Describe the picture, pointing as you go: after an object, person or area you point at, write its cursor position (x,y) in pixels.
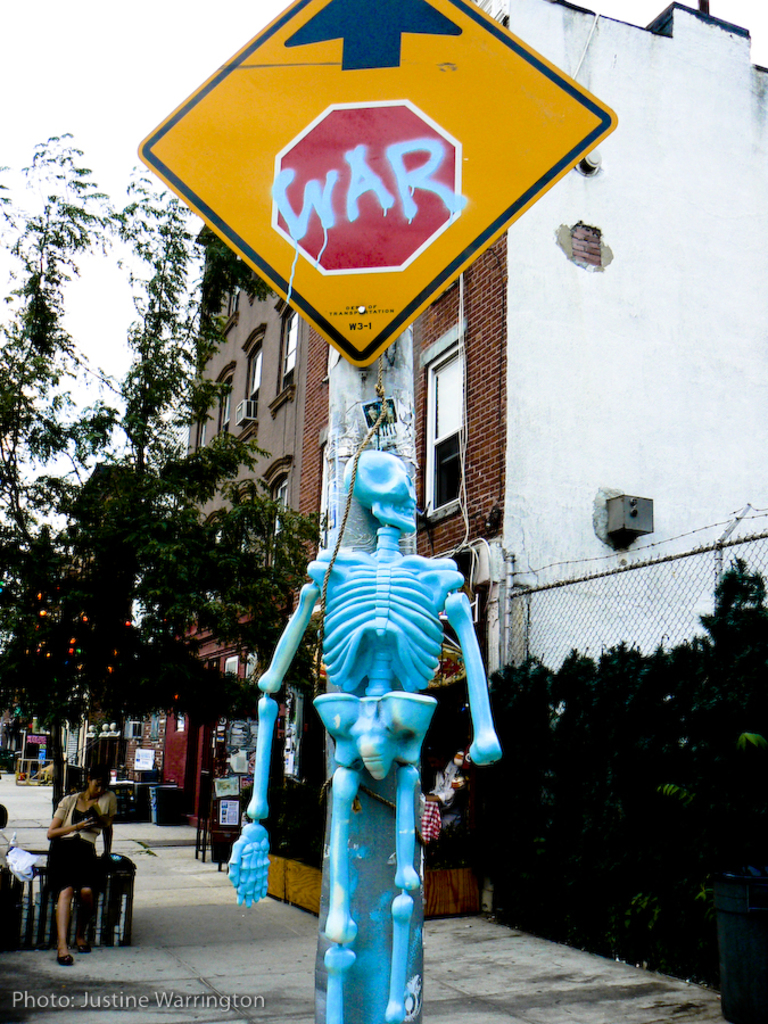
In this picture I can see a pole (365,828) in front, on which there is a blue color skeleton (368,572) and a sign board (348,266). In the middle of this picture (470,416) I can see the plants (746,681), trees (62,660), few buildings (213,652) and a woman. In the background (37,15) I can see the sky (157,9). On the right of this picture (747,554) I can see the fencing (511,628).
